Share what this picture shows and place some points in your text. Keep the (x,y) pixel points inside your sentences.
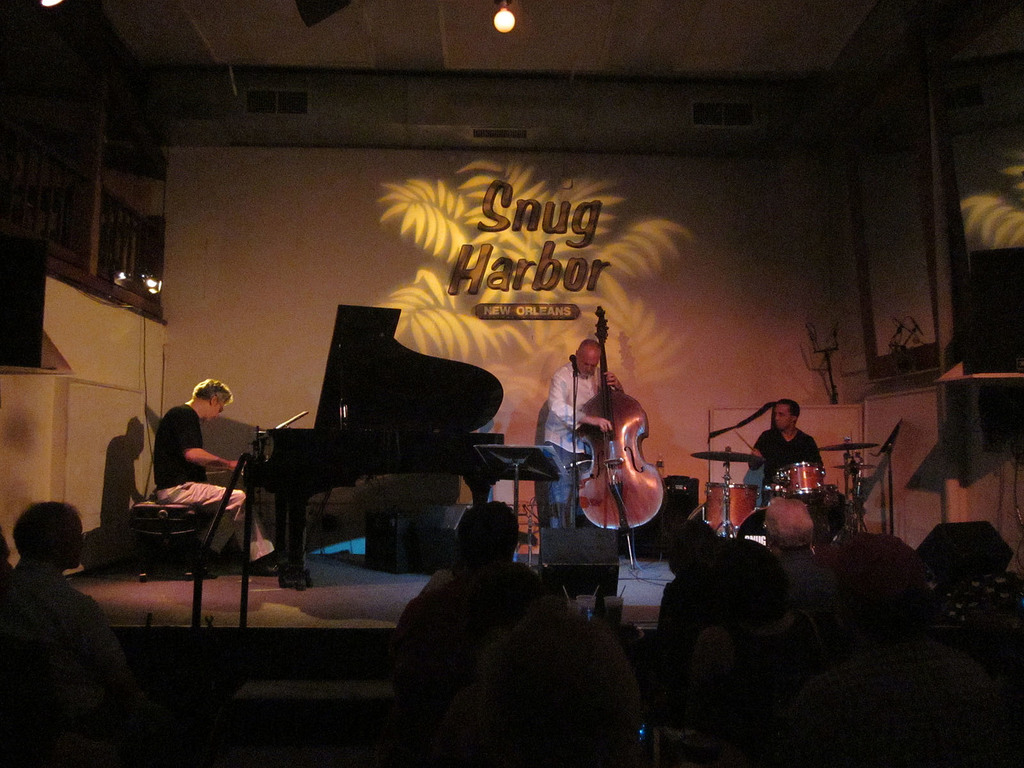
In this image we can see some people (555,519) on the stage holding the musical instruments (592,489). We can also see a piano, speaker box (413,564), a speaker stand (505,452), a mic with a stand (577,479) and some drums (732,495) on it. On the bottom of the image (582,651) we can see a group of people (616,656) sitting. On the backside (711,333) we can see a wall (597,251) with some text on it.
